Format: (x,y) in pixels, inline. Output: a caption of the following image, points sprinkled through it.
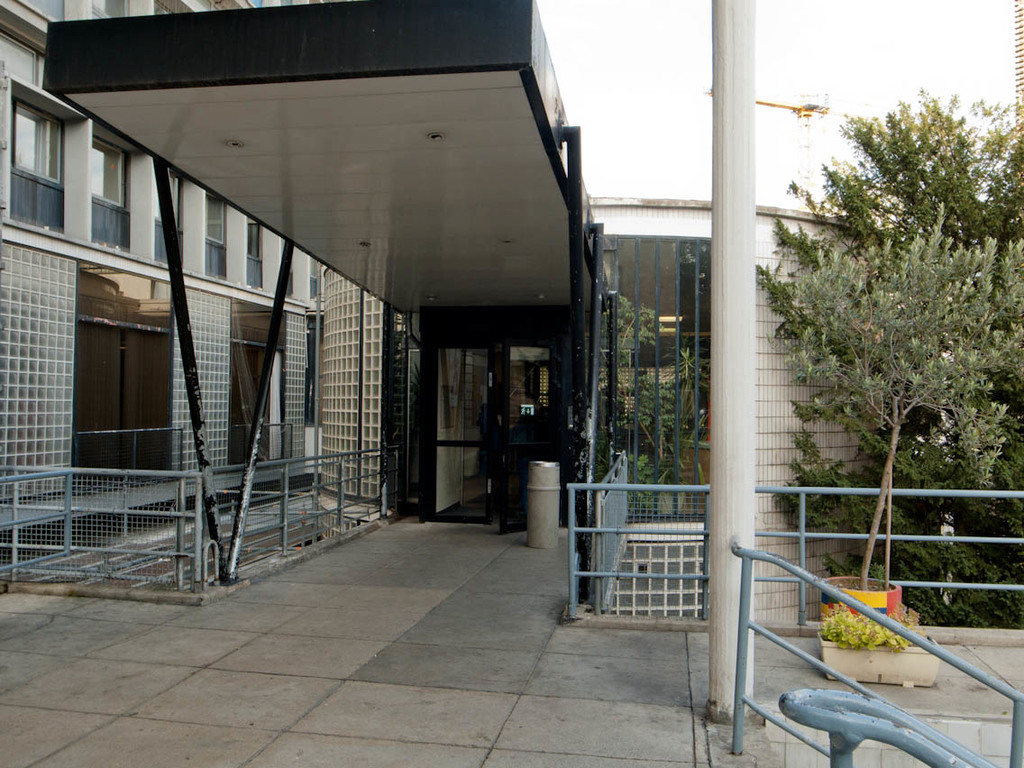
In this image there is a building (116,312) and pillars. On the right side of the image (898,396) there are trees (872,440), a plant pot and there is a railing (956,586).
